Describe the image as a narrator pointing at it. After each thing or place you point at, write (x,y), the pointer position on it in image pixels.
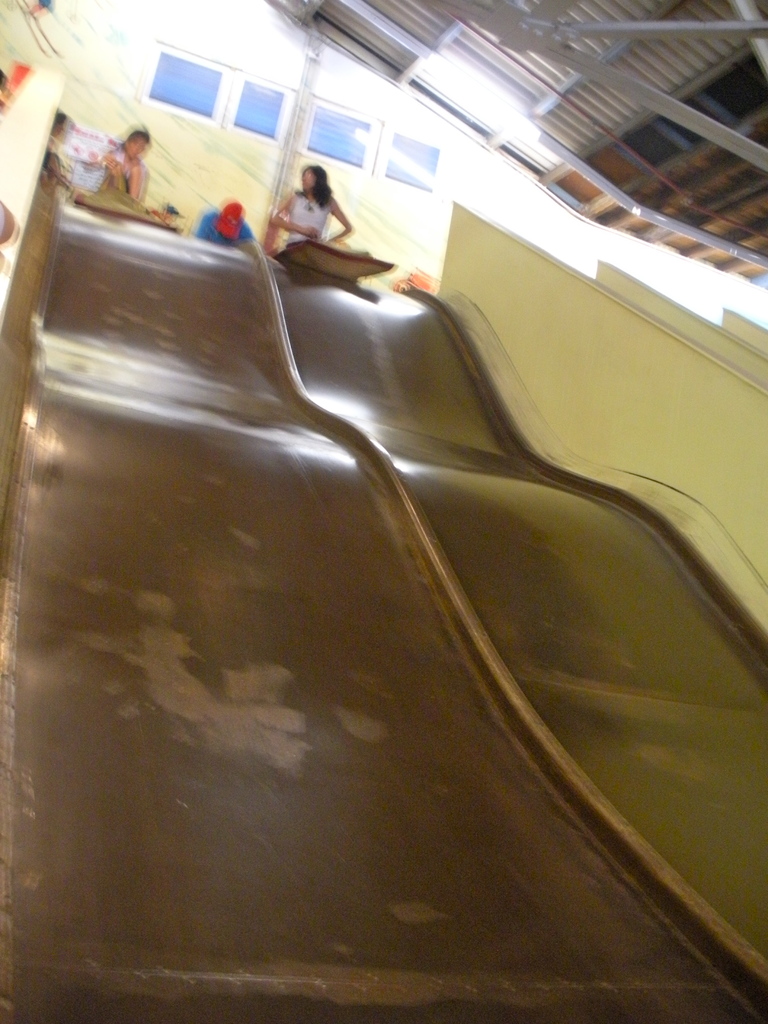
In this picture we can see on top there are some people (235,225) sitting and they are about to slide on the surface (219,369).
